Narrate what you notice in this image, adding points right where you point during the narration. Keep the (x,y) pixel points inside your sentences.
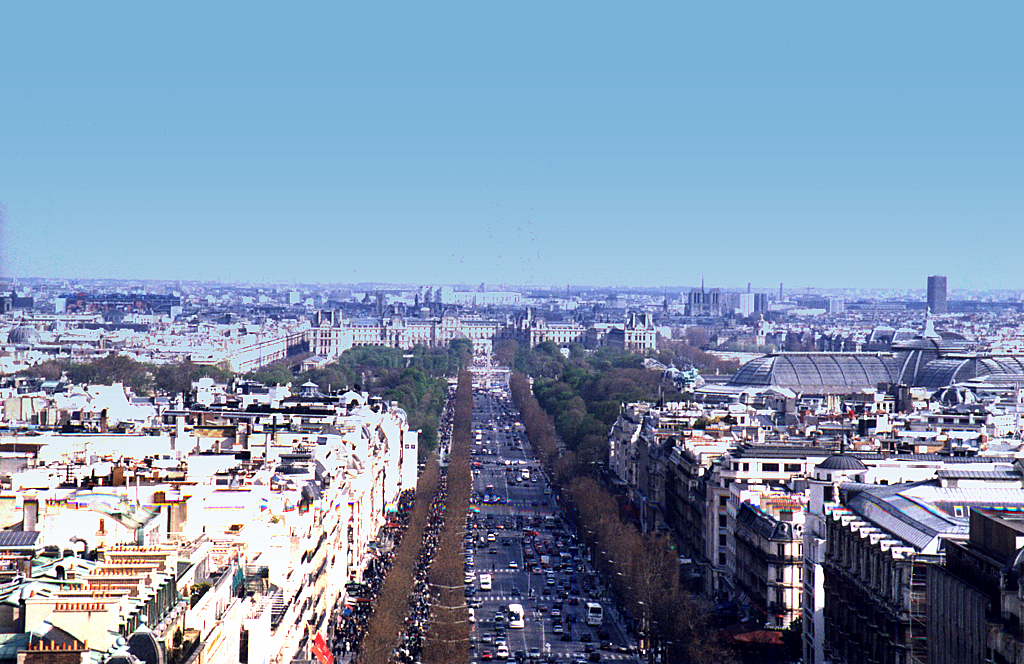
This is the picture of a city (657,435). In this image there are buildings (282,312) and trees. At the top (410,60) there is sky (469,42). At the bottom (548,652) there are vehicles (521,659) and there are group of people (393,535) and there are poles (647,621) on the road (515,648).
